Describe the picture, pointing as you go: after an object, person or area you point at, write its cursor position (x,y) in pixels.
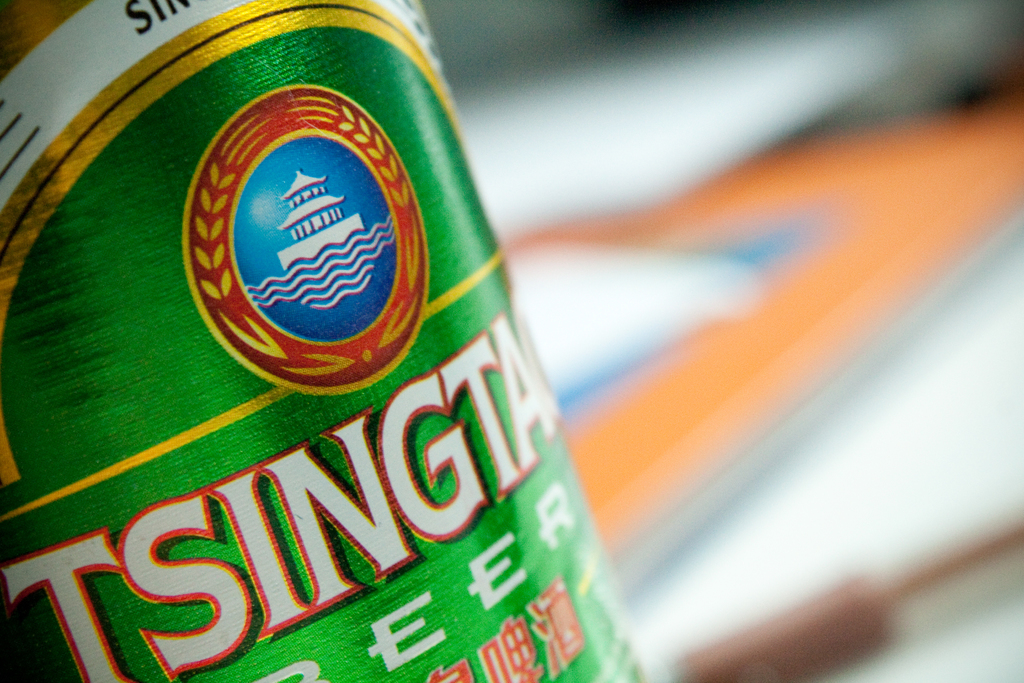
In this image the background (548,128) is a little blurred. On the left side of the image (235,324) there is a bottle (254,380) with a label (349,144) on it. There is a text (321,498) and an image (278,210) on the label (478,519).
